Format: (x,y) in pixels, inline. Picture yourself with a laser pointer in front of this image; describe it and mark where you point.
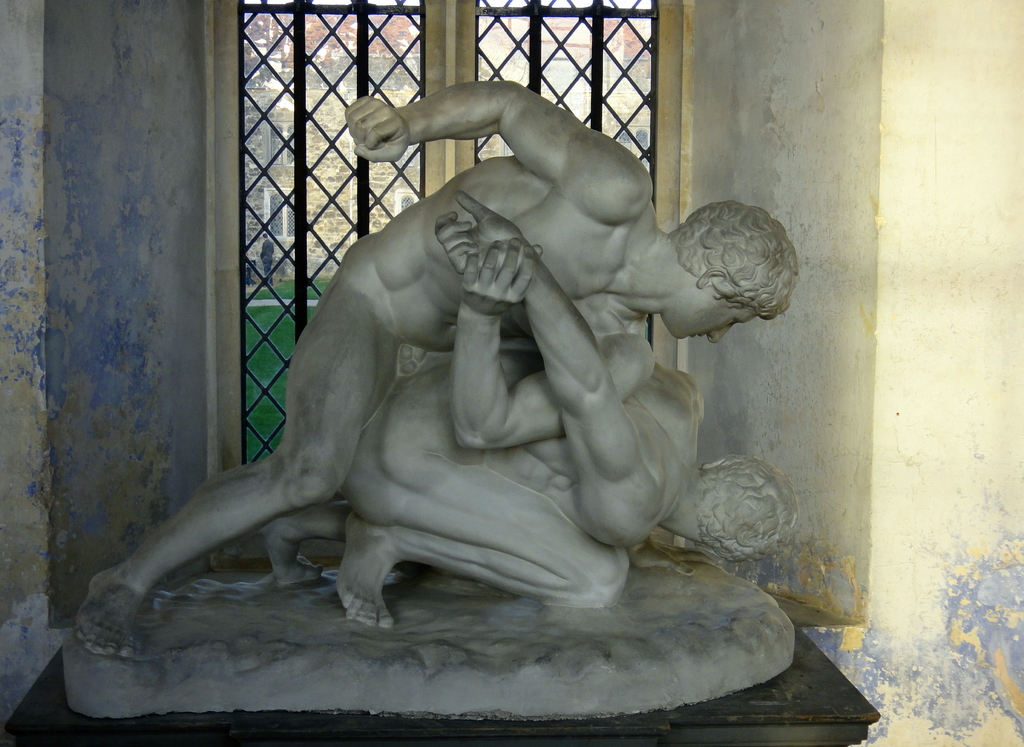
In this image in the front (438,327) there are statues (483,375). In the background (328,94) there is a window (355,188) and behind the window (322,199) there's grass (290,289) on the ground (297,301) and there is a building (308,81).
